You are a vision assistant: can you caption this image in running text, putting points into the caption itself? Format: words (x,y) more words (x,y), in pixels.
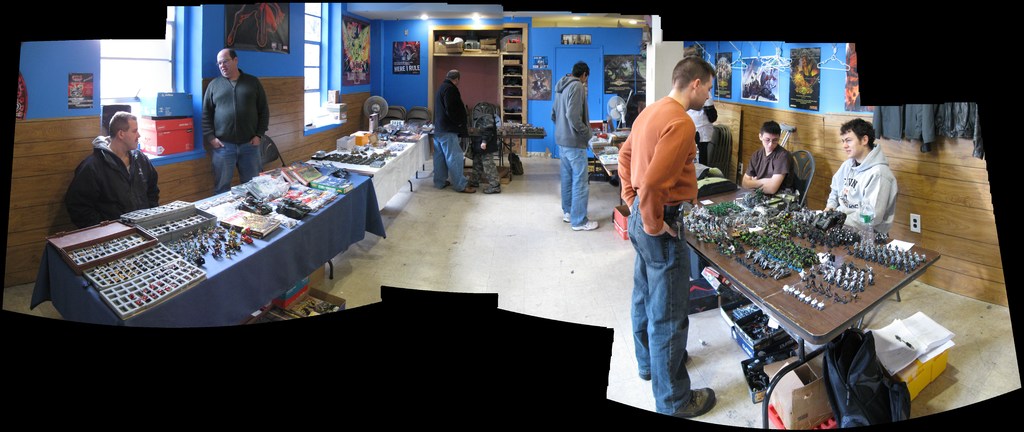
In the image few people (265,100) are standing and sitting and there are some tables (418,152), on the tables (237,229) there are some toys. Behind the tables (513,138) there wall (221,46), on the wall (198,27) there are some posters (353,26) and products (521,42).
